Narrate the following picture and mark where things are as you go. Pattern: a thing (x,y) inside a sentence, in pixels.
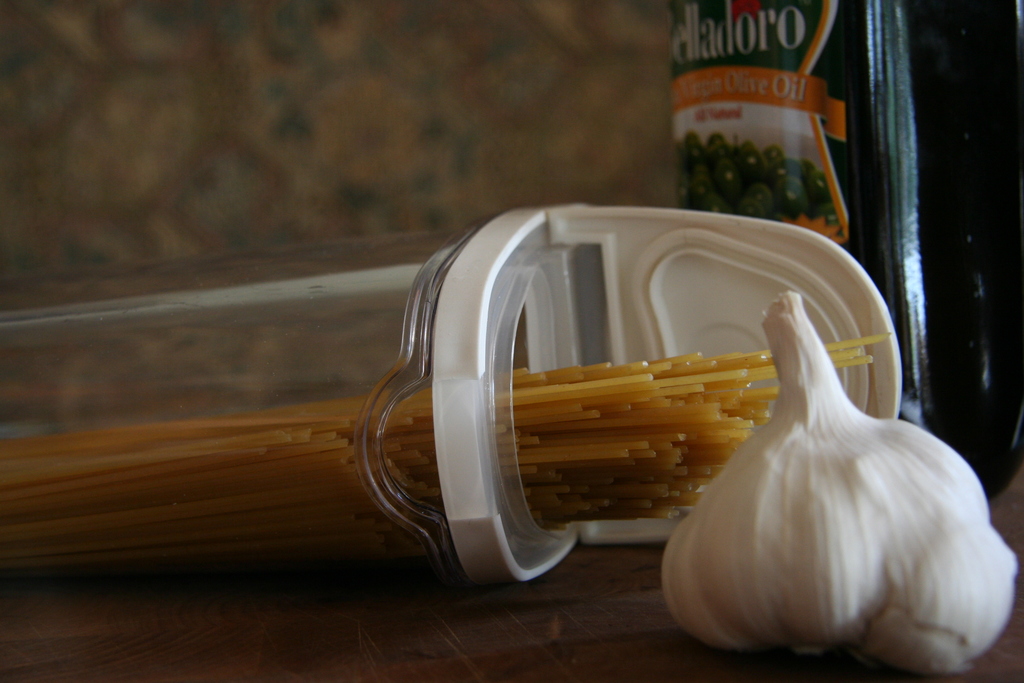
On this table (391,601) there is a garlic (760,477), container (260,258), olive oil bottle (777,46) and spaghetti (221,458). Background (140,56) it is blur.
